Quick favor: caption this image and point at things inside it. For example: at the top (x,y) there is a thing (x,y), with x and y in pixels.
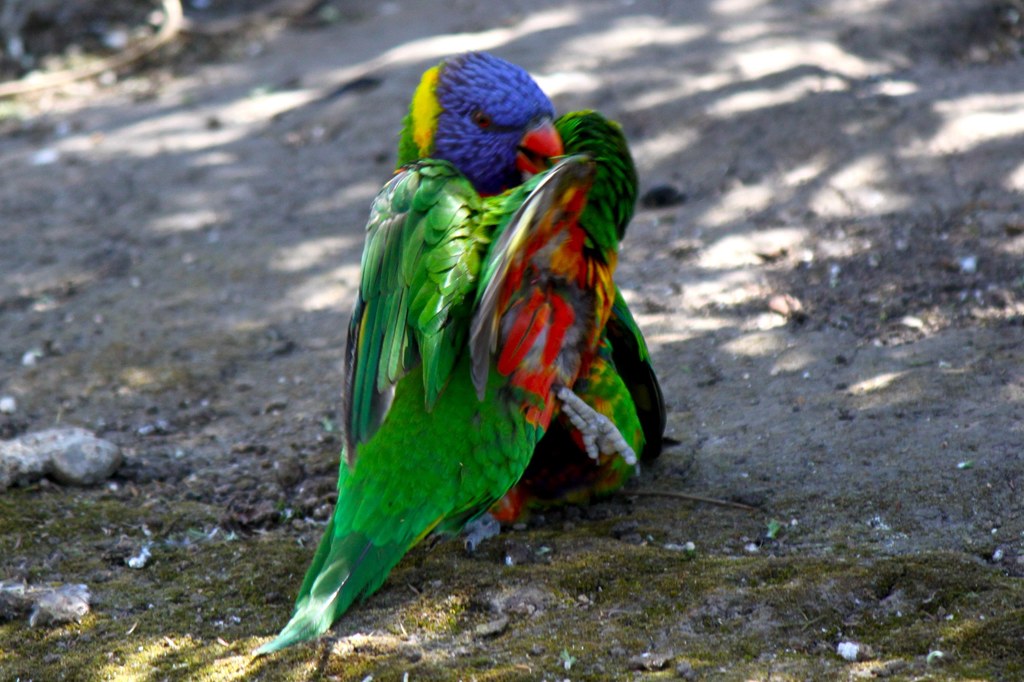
There are two parrots (483,225) which are in different colors are standing on the ground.
